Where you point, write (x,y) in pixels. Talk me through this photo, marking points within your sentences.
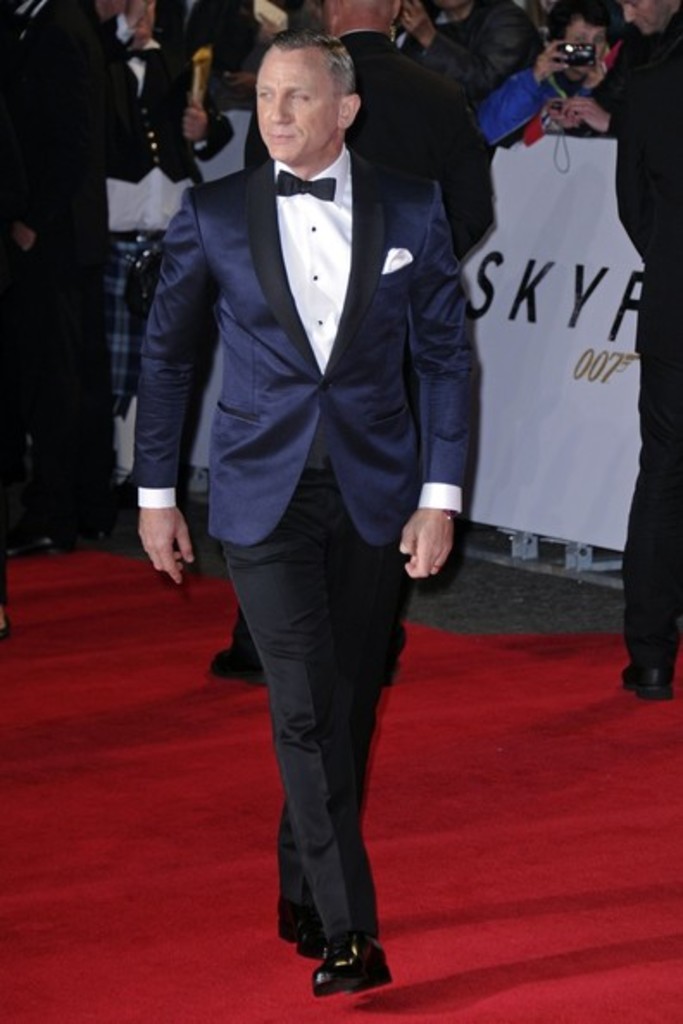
In the center of the image (393,552) there is a person (393,582) walking wearing a suit (342,365). At the bottom of the image (339,1006) there is red color carpet (457,982). In the background of the image (661,3) there are people (77,31). There is a white color banner (555,242) with some text (527,265) on it.
